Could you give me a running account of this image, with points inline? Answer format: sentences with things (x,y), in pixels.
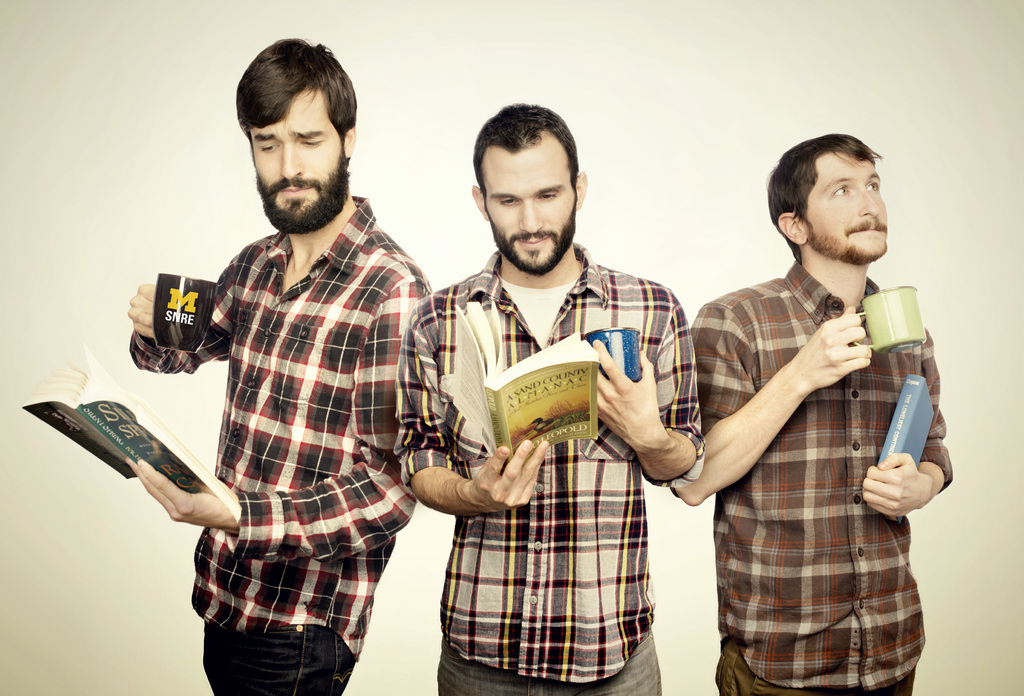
In this picture we can see three men (529,350), they are holding books (901,427) and cups (163,288) in their hands (607,409).
